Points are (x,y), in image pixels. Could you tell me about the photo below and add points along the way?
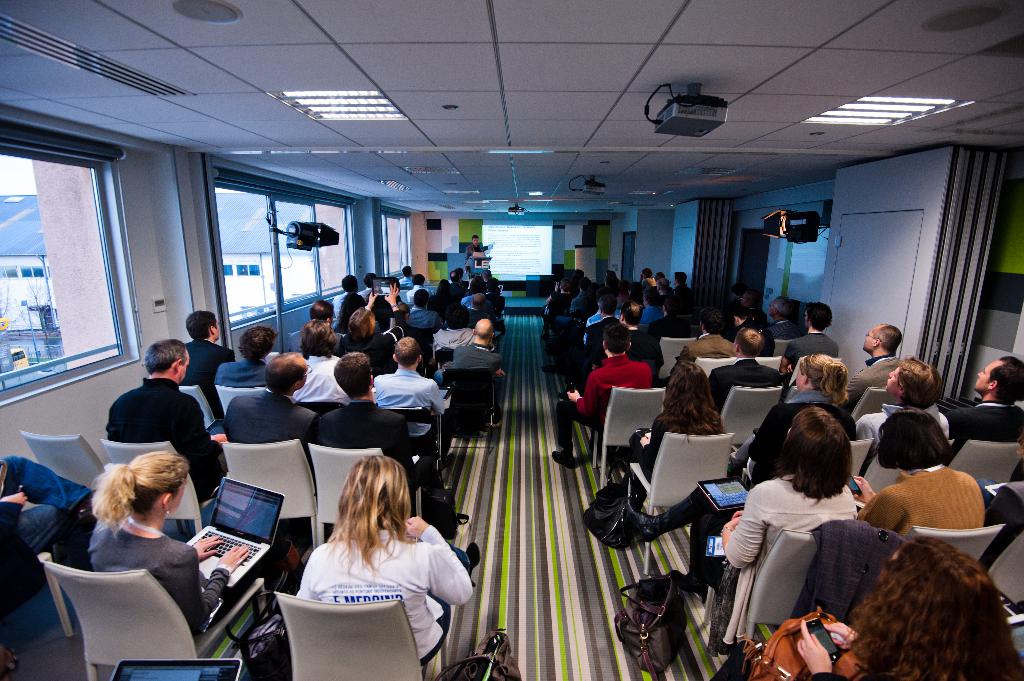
In this picture there are many men (269,398) and women (326,577) sitting in the conference hall (353,263) and listening the lecture. On the left side (76,336) there is a big glass window (313,277) and black projector lens (310,239). In the front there is a white color projector screen (495,257) and a man (476,250) is explaining something. On the top (493,184) there is a white ceiling (694,146) with projector lens (677,98) and white spotlights (305,91).
